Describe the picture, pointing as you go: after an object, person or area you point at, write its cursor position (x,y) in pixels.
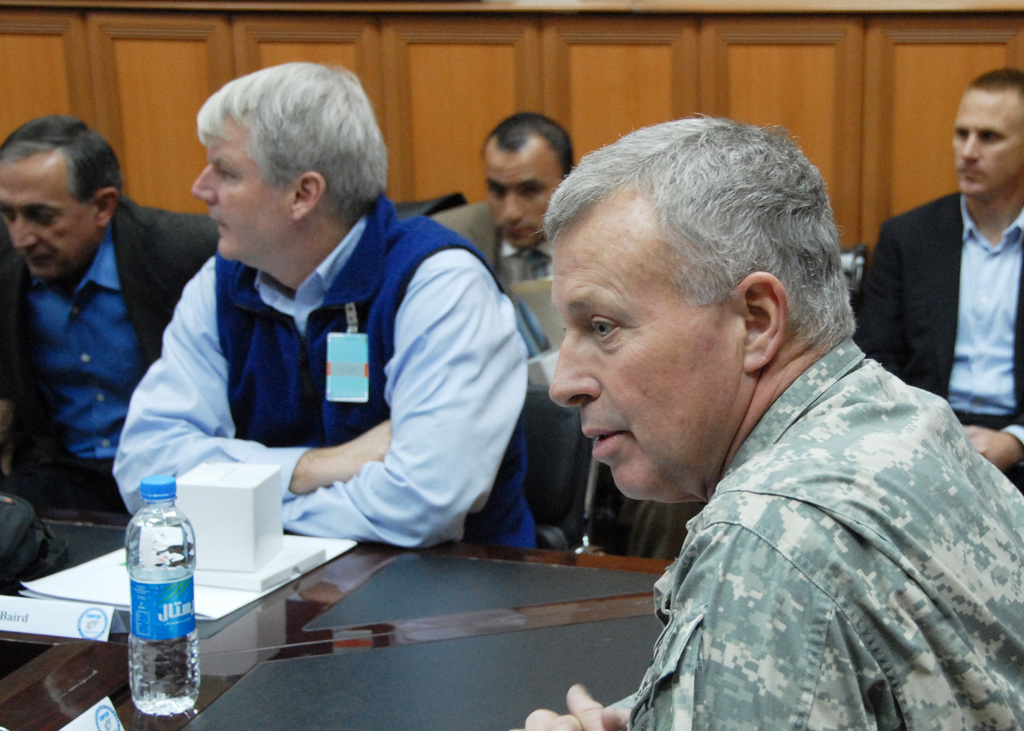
In this image there are a few people (488,365) seated on chairs (542,407), in front of them there is a table (455,604), on top of the table (208,633) there is a bottle (186,632) of water (190,651) and papers (263,593), behind them there are two other persons (493,186) seated on chairs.
